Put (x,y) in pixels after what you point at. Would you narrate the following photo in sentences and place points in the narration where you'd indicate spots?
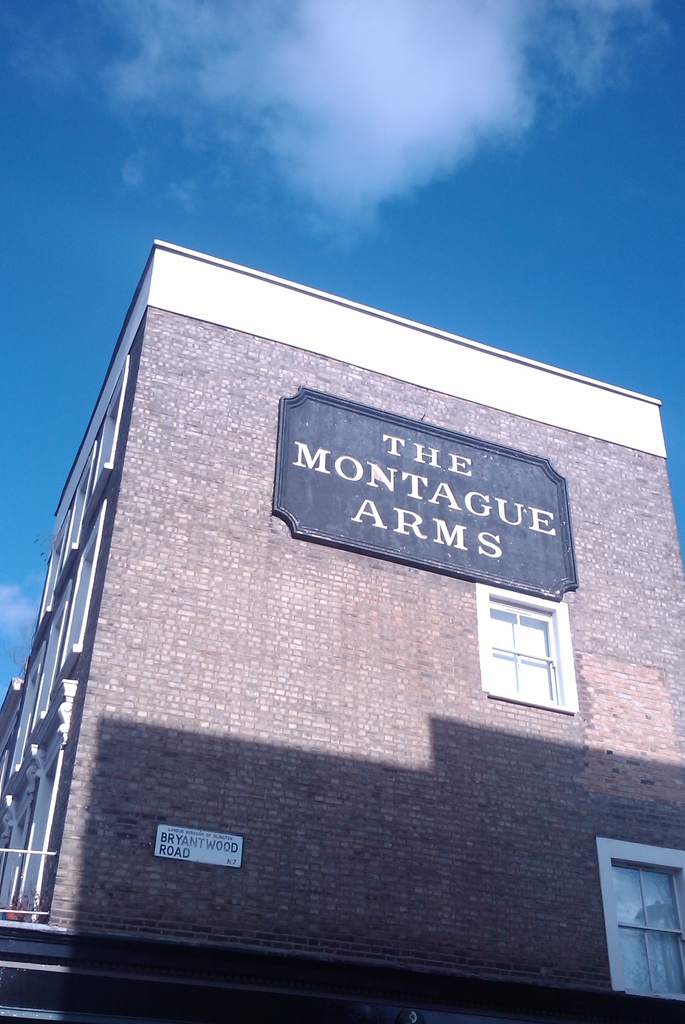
In the center of the image (344,490) there is a building (298,754). In the background (194,220) we can see sky (373,222) and clouds (378,139).
